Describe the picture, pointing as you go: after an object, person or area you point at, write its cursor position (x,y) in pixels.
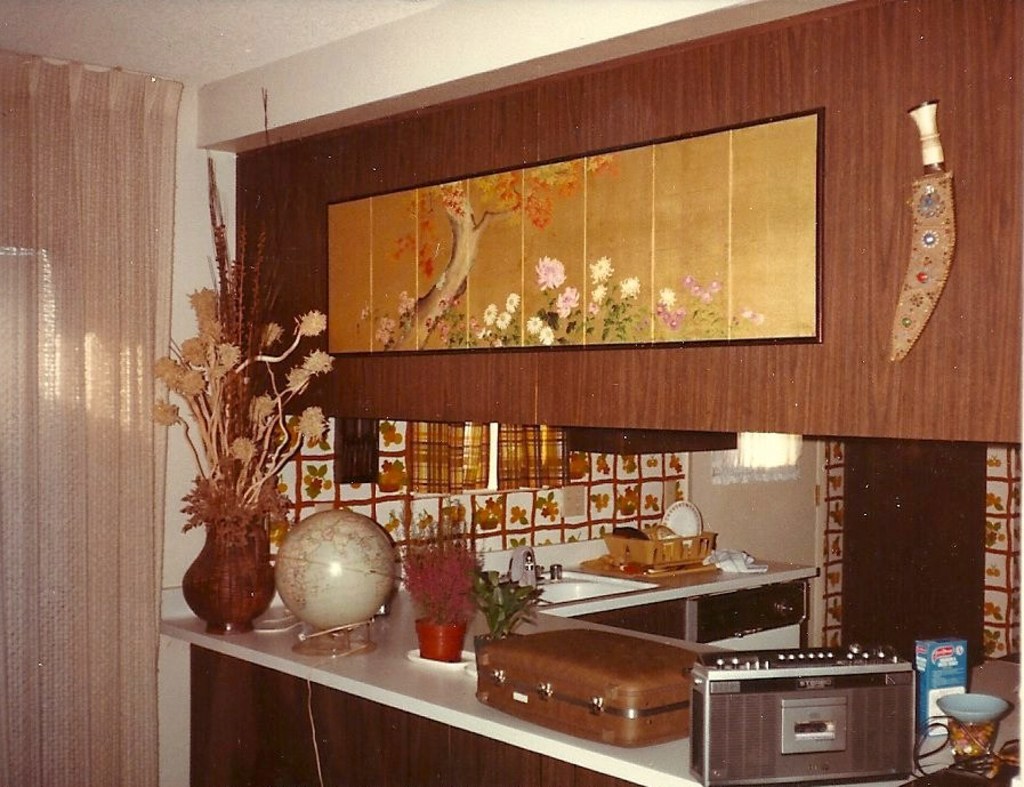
In this image I can see the suitcase (630,717), flower vase (215,533), globe (310,557) and few objects (718,737) on the white color surface (471,717). In the background (555,595) I can see the sink (579,591) and few plates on the counter top (732,576) and I can also see few curtain (137,275). In front I can see the wooden object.
